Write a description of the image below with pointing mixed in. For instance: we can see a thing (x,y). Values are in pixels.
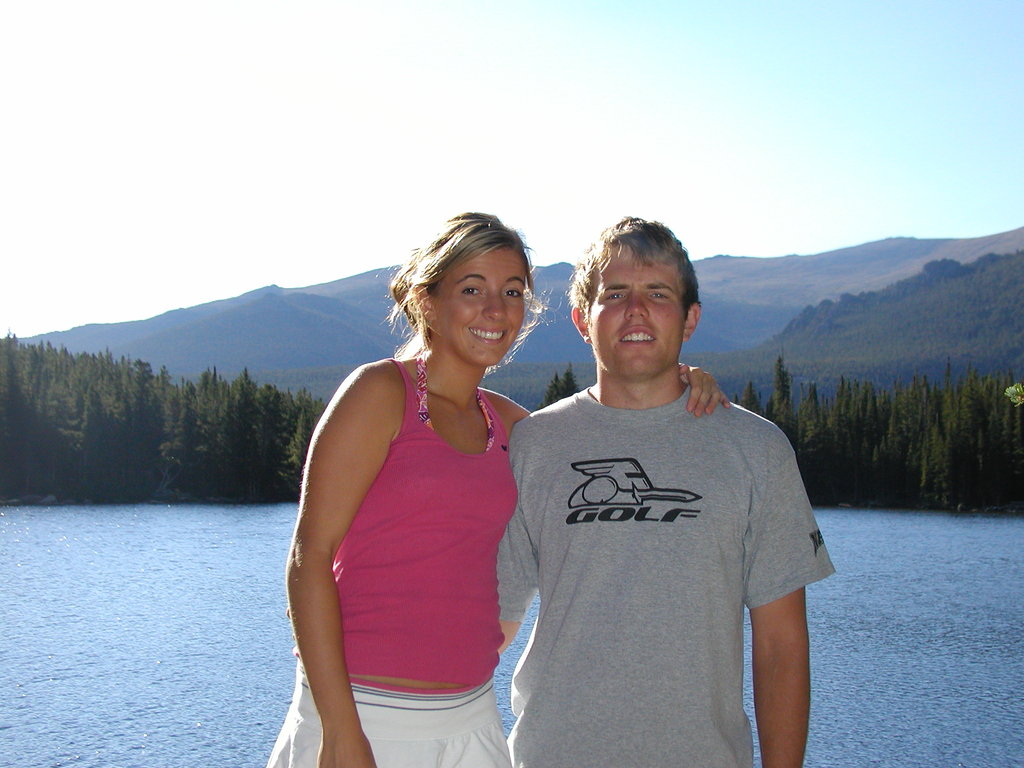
A man (787,528) is standing, he wore t-shirt (671,545) beside him a woman (442,461) is standing, she wore pink color top (404,555), behind them there is water (925,612). At the long back side there are trees (172,440), at the top (521,96) it is the sky (463,90).
